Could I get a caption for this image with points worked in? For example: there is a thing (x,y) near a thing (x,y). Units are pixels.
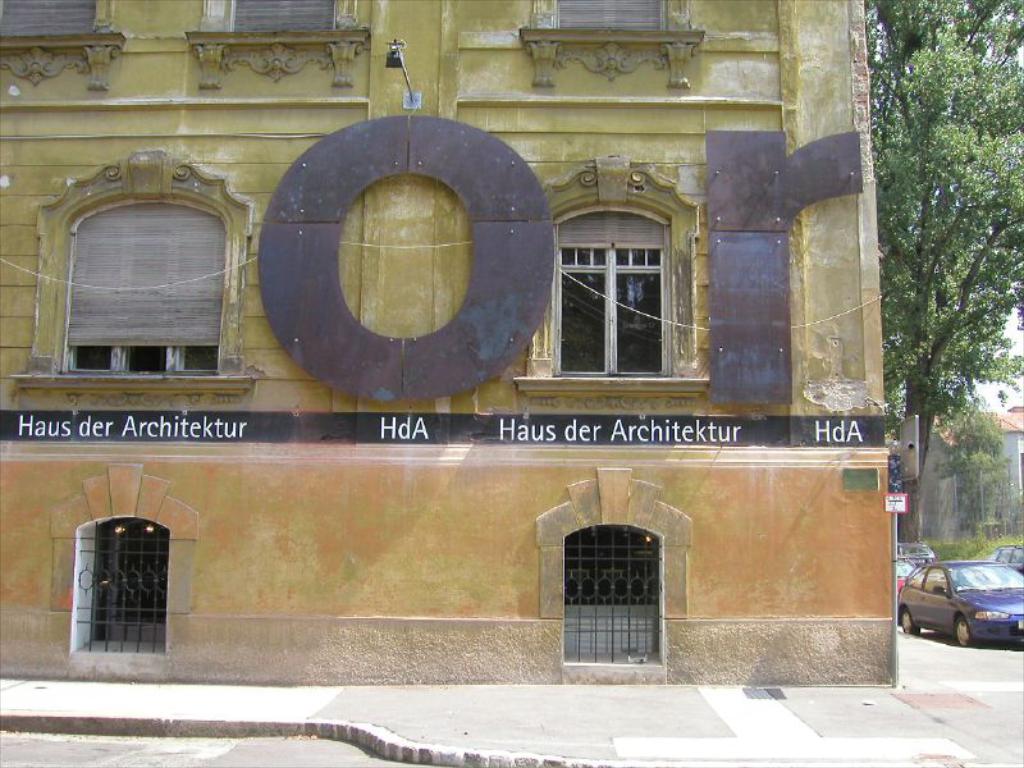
This image consists of a building (755,533) along with the windows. In the front (170,426), there is a text (659,430) on the wall (122,487). At the bottom (243,748), we can see pavement (378,729) and a road (259,756). On the right (963,608), there are cars (1004,613) along with the trees (985,418). And there is a house (1014,443).
